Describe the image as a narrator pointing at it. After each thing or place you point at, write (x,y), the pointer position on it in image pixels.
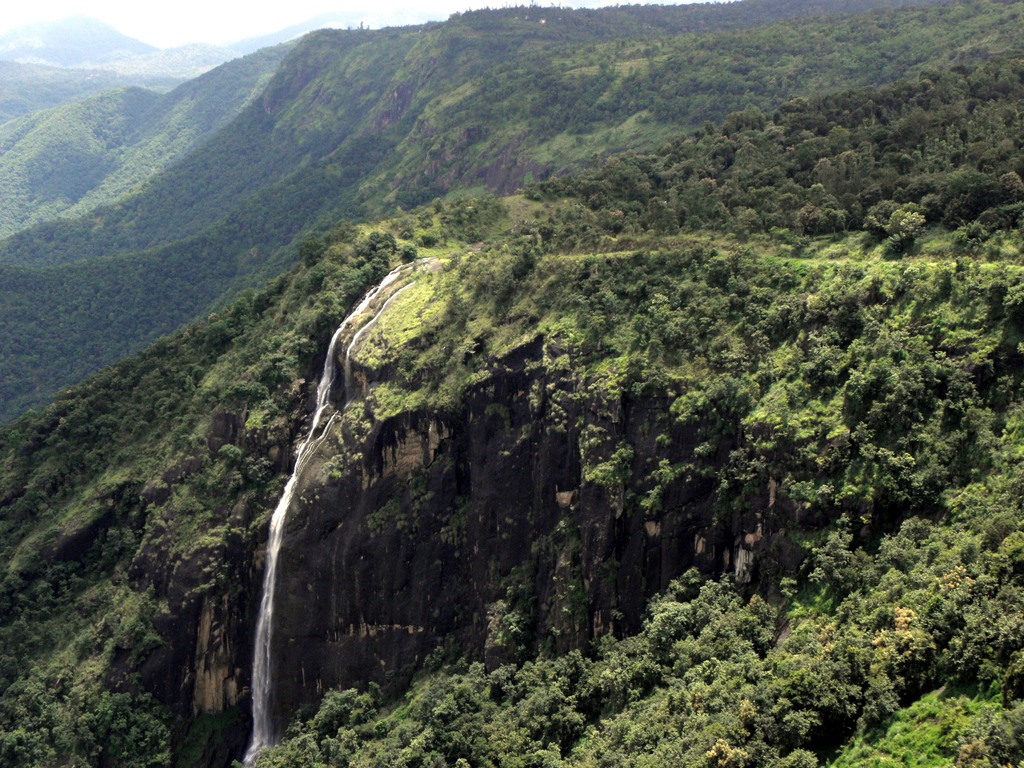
In this image there are mountains (293,179), trees (679,323) and a waterfall (264,593).
